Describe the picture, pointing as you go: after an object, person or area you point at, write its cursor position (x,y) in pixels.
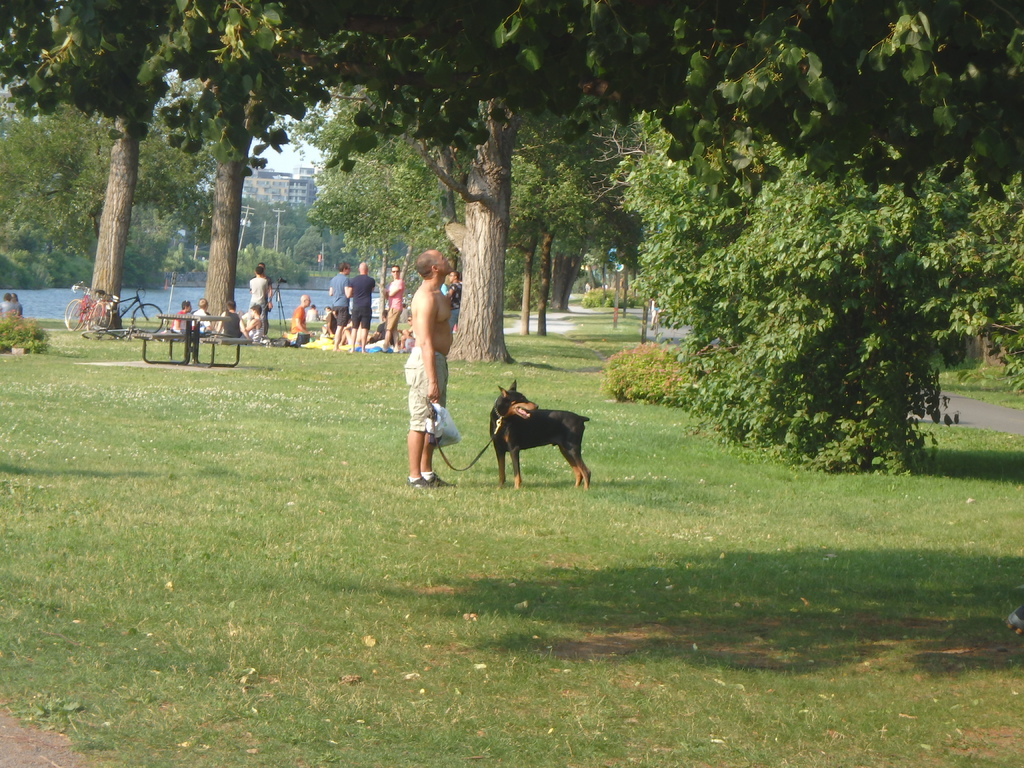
In this picture I can see few people (345,333) are standing on the grass (343,453), around there are some trees (571,245) and grass (25,524).
